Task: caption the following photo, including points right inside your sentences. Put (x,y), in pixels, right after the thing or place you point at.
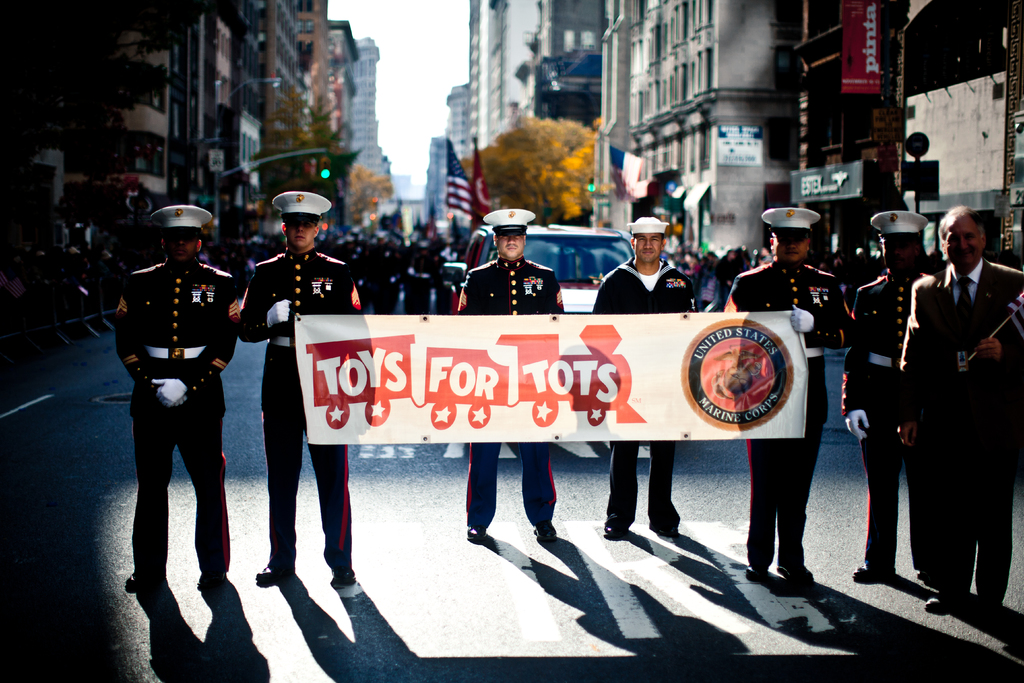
In this picture we can see the officers (215,330) who are wearing the same dress (904,294) and holding a poster (644,367). In the back (478,239) there is a car (476,253) on the road (453,300). On the right (695,71) and left side (174,158) we can see the buildings (375,164). In the background (460,249) we can see another group of persons (455,253) were holding two flags (467,206), beside them we can see the trees (535,187). At the top (419,49) there is a sky (419,46).
